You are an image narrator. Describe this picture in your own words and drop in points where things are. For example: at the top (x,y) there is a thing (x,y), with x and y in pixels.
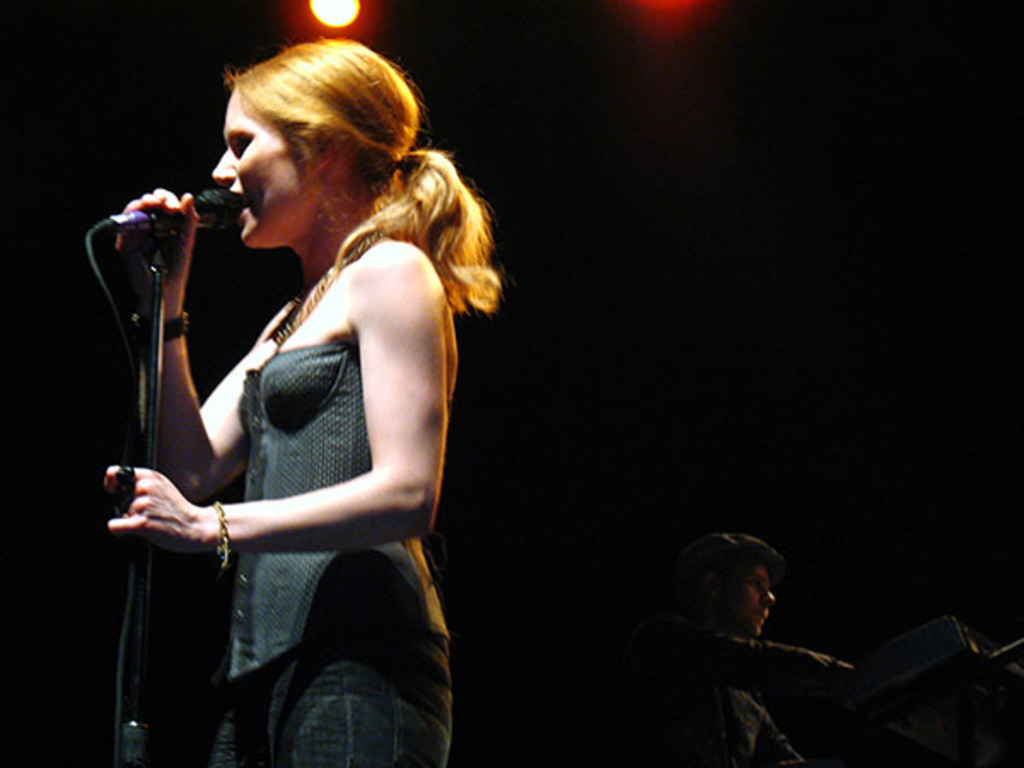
In this image I can see a person (295,312) standing and holding mike (140,218) and a mike stand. There is another person (775,647) with cap (765,566) and in the bottom right corner (851,684) there is an object (849,697). Also there are lights (379,15) and there is a dark background (885,242).
